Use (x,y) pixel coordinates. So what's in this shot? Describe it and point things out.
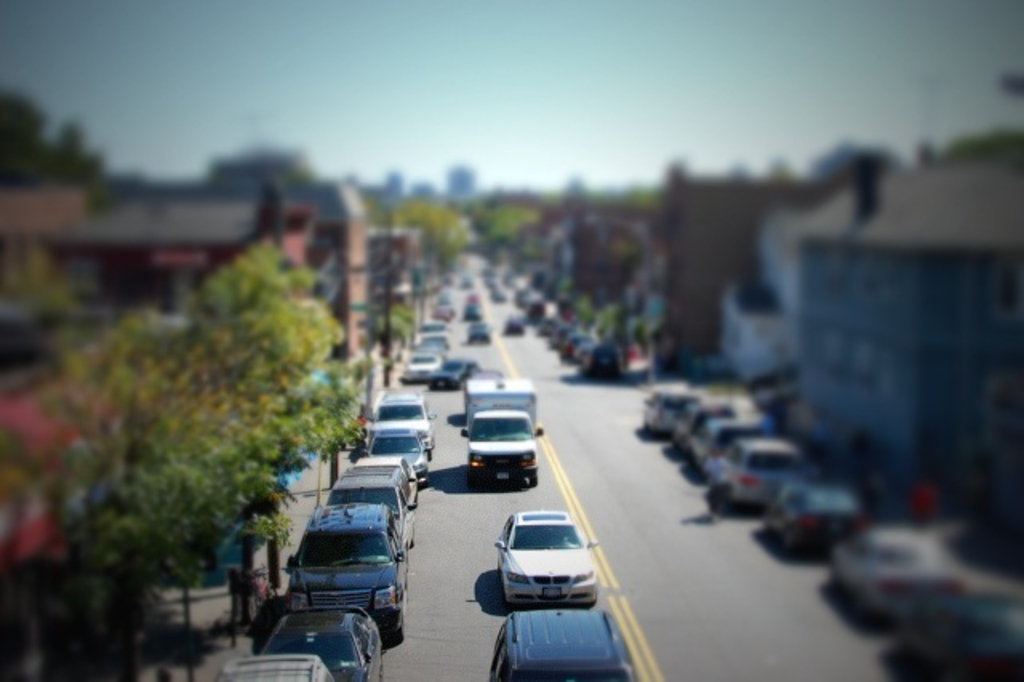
This picture is clicked outside the city. At the bottom of the picture (411,531), we see vehicles (613,355) moving on the road (739,546). On either side of the road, We see trees (160,470), buildings (727,297) and street lights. At the top of the picture (526,96), we see the sky (582,130). In the background (260,181), it is blurred.
